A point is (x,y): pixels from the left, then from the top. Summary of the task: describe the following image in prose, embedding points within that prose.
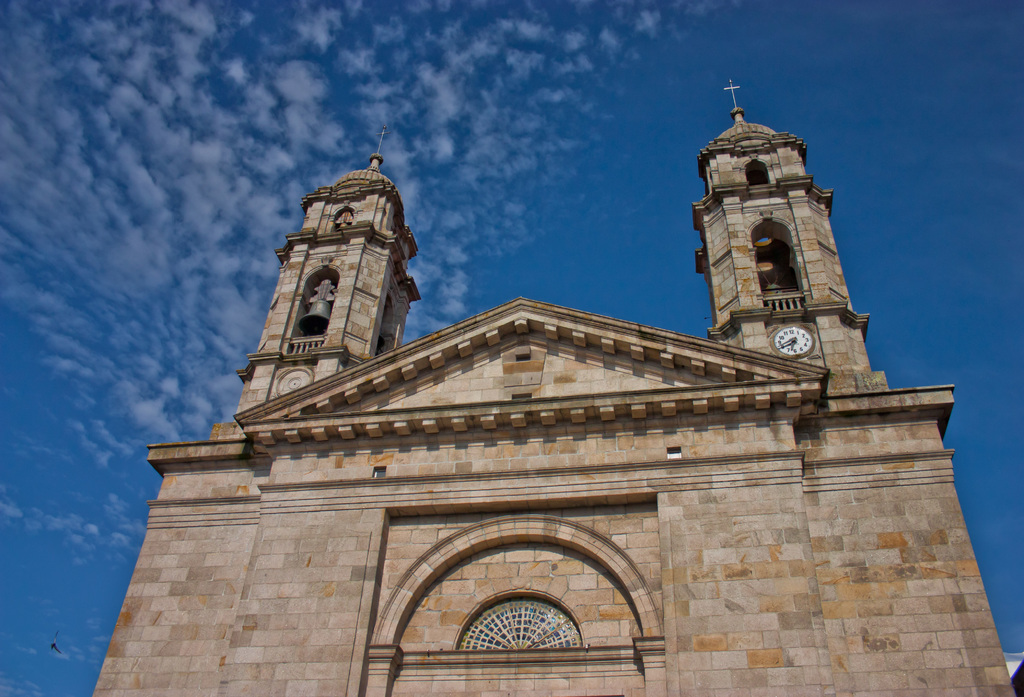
In the foreground (941,672) I can see a church (238,640). In the background (961,372) I can see the blue sky (291,190). This image is taken may be near the church (592,556).
